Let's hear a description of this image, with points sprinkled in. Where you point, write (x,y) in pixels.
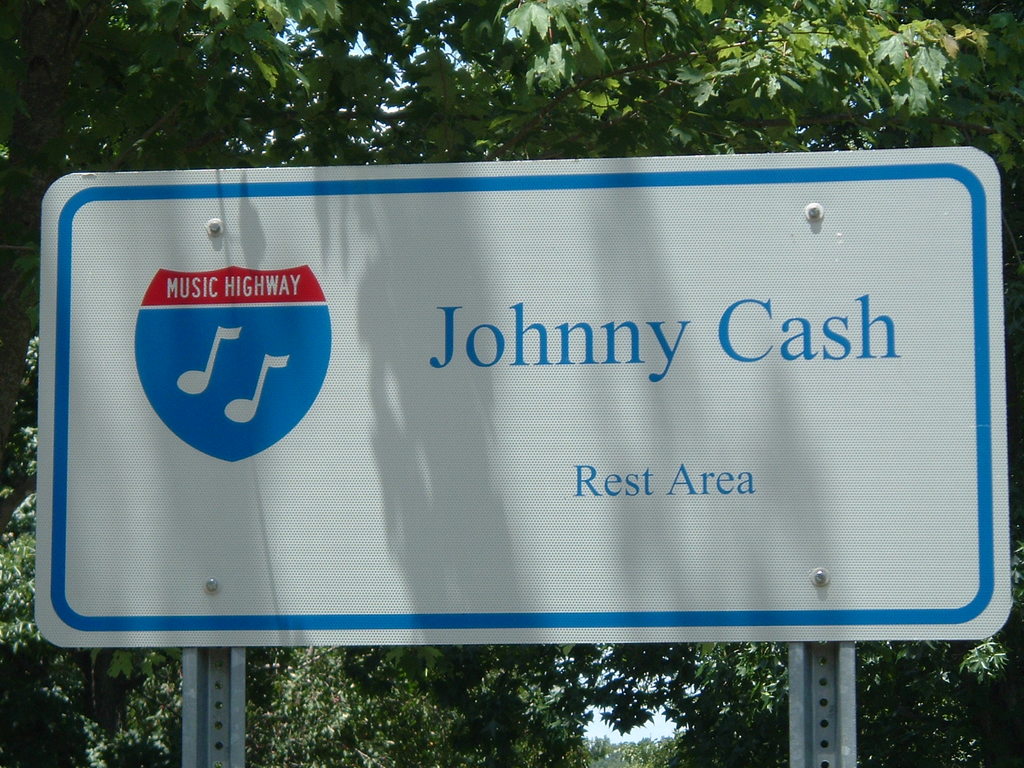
In this picture I can see a board (412,525) to the metal poles (811,694) with some text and a logo (249,291) and I can see trees (447,118) in the back (706,24) and I can see sky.
